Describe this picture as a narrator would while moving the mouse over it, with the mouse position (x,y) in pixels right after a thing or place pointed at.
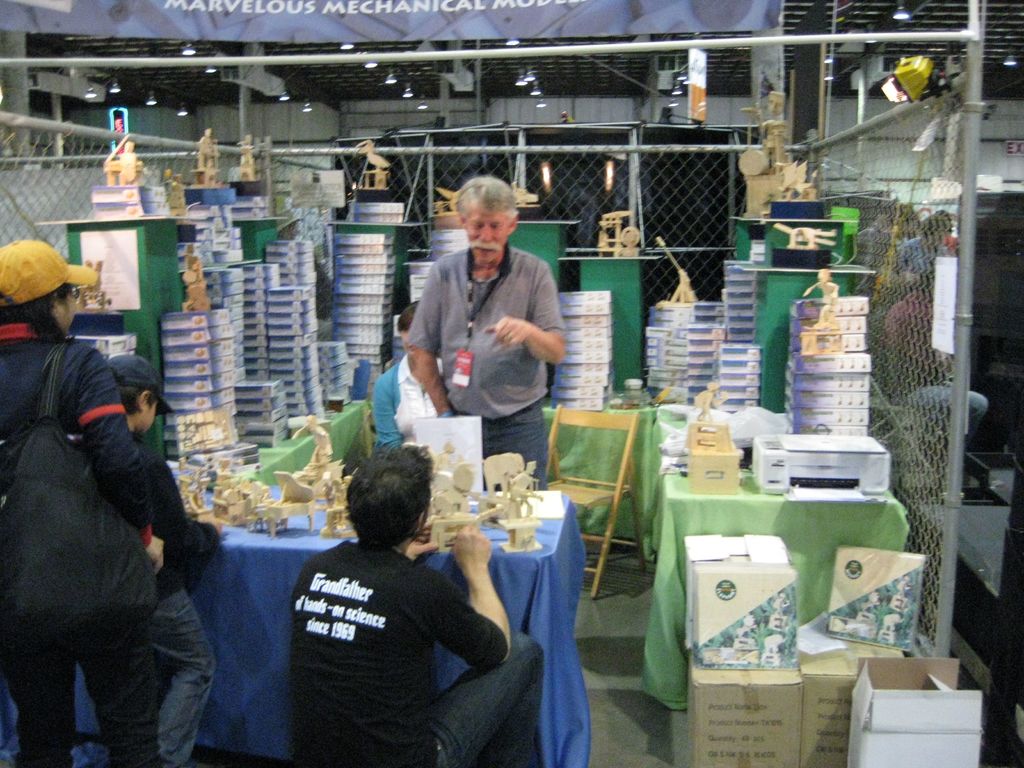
In the image we can see there are many people (396,624) wearing clothes (427,638) and two of them are wearing cap (76,284), this is a handbag (53,538) and an identity card (468,361). There are many boxes (763,593) around, this is a chair (580,496), poster (531,3), toys (517,472) on the table (569,507) and this is a floor (630,742), this is a fence (906,374).
